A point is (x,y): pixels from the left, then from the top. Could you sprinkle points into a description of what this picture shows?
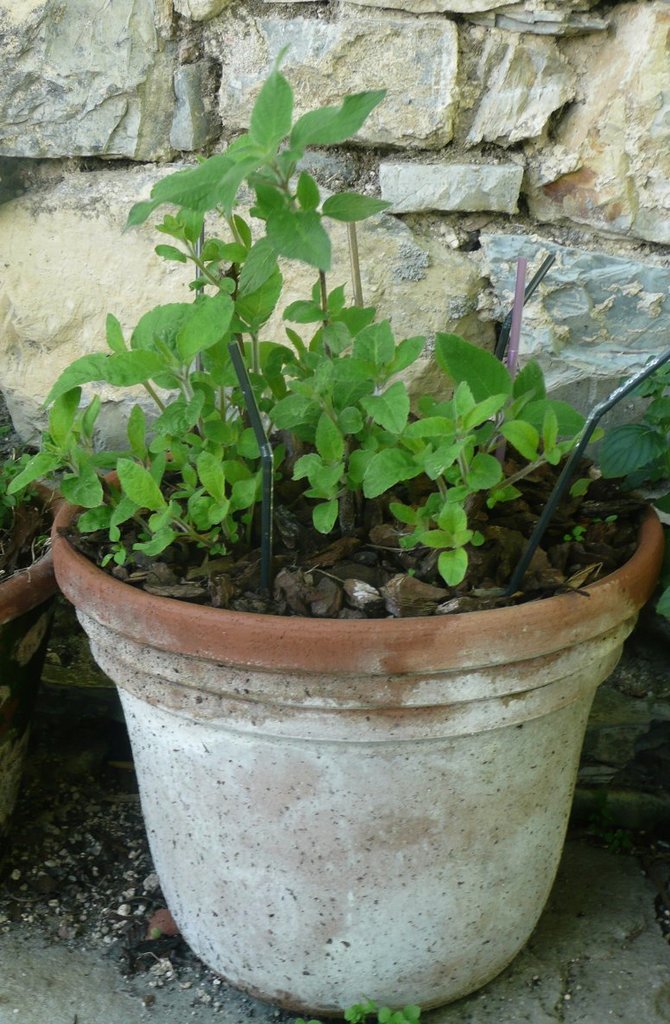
In this image we can see two flower pots (650,572) with plants (320,452) placed on a surface (117,997). In the background (393,306), we can see the wall (398,184) with stones (120,112).
